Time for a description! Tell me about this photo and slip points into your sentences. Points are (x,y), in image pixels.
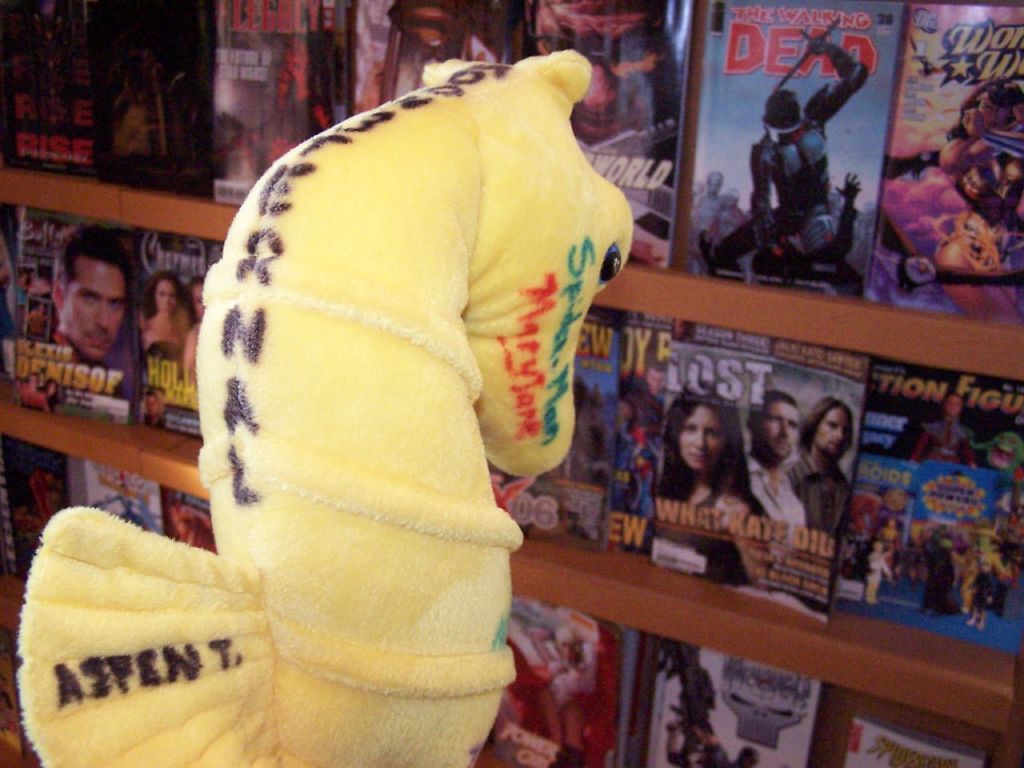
In this image there is a toy horse (377,255), in front of that there are some books (732,158) arranged in a rack (630,560).
